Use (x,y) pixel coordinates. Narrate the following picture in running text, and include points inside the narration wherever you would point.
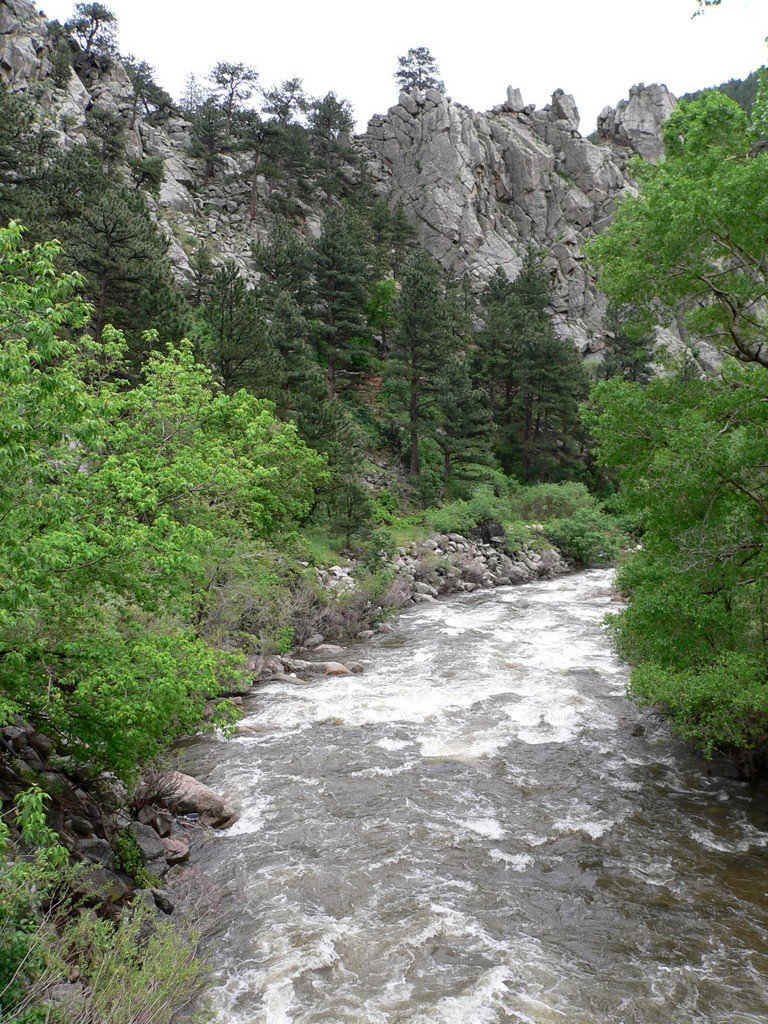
In this image we can see the water (587,765). Here we can see the trees (249,377) on the left side (143,491) and the right side (754,205) as well. Here we can see the stones (174,794) and rocks (514,565) on the side of a river (499,558).
